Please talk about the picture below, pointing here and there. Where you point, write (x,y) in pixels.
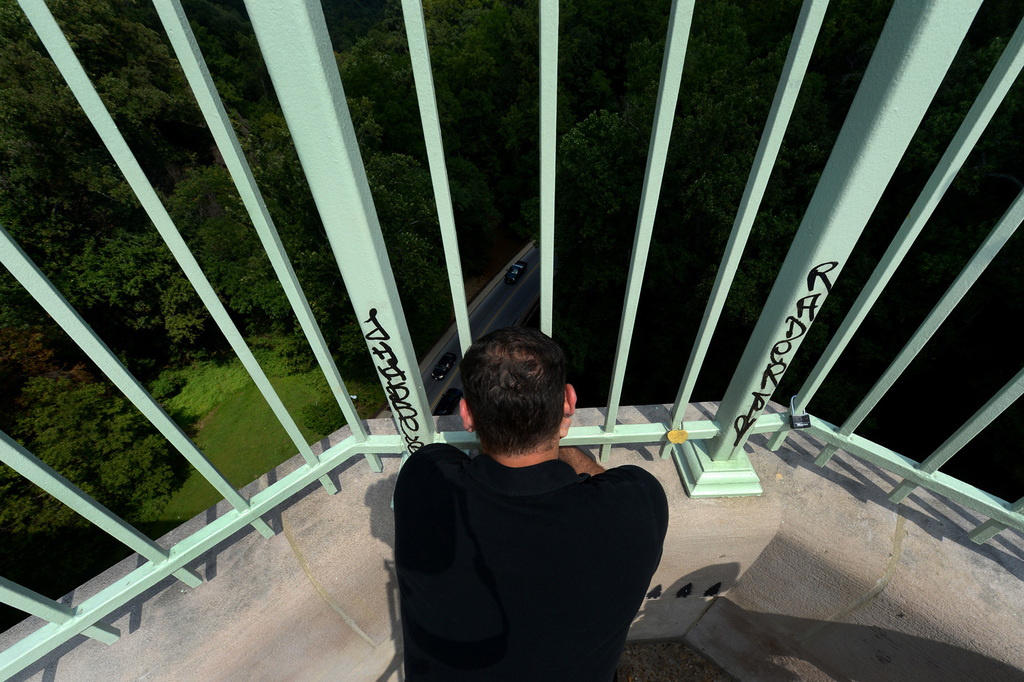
In this image we can see a person (556,453) leaning on the wall (722,555) in front of the grills (931,325). In the background (632,190) there are trees (592,173), motor vehicles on the road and ground (251,402).
